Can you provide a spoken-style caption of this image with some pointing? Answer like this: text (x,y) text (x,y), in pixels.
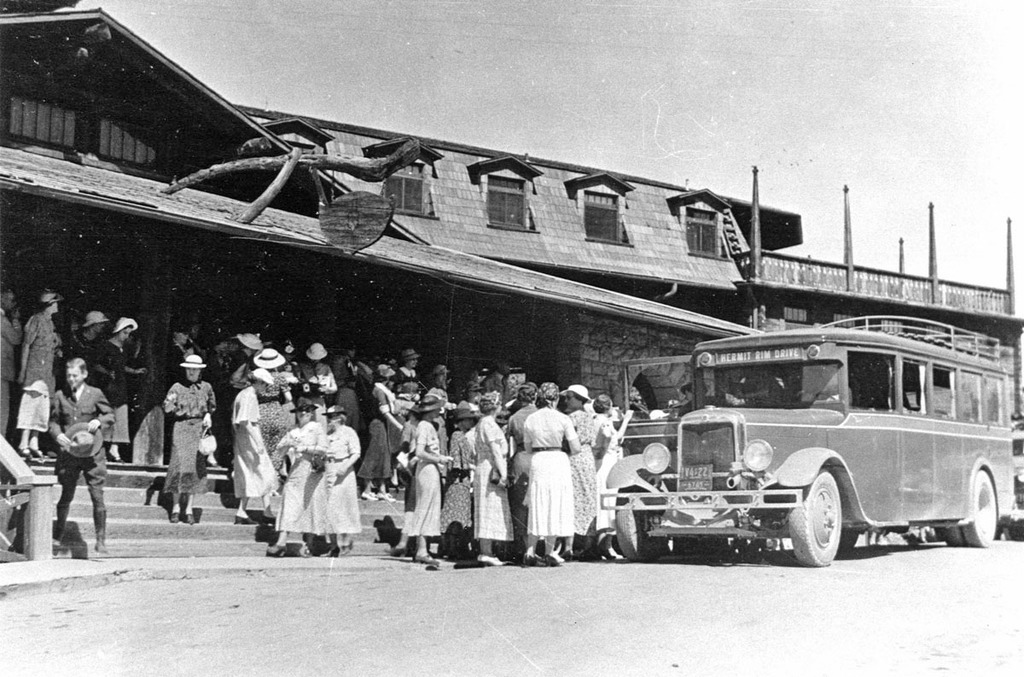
This is black and white image where we can see a vehicle (770,479) on the road (476,608), so many people (6,373) on the stairs (114,525) and building (482,361).
